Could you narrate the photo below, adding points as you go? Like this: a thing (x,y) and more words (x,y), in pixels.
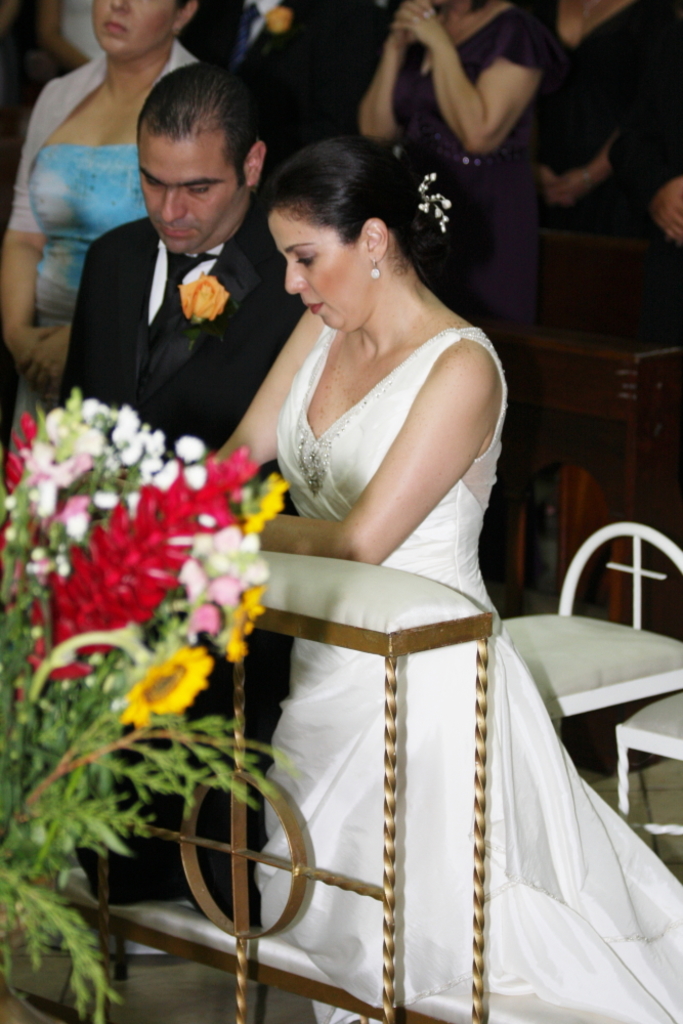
In this picture we can see a man (201,209) kneeling, and he is wearing a suit (142,295), and beside him a woman (315,272) is kneeling, and in front (35,768) here are some flowers (48,576), and at back (96,87) there are many people (429,58) standing.
